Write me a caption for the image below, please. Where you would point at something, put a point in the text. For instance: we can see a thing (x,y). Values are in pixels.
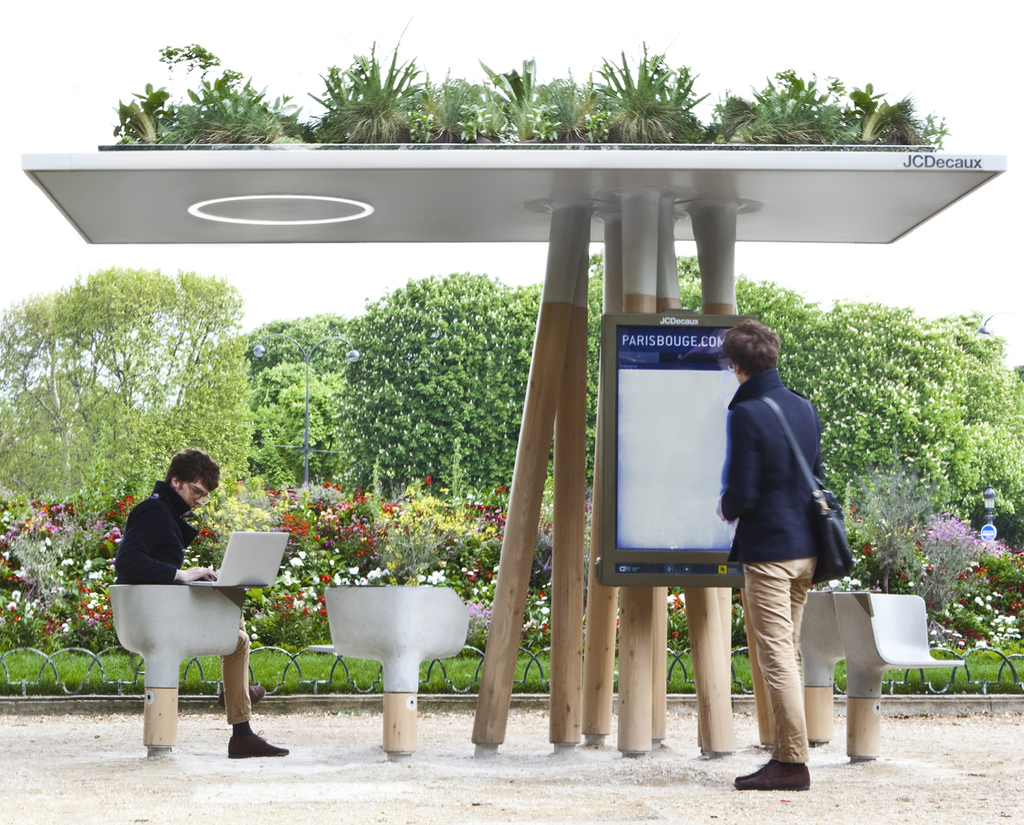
In this picture, we see a man (766,448) in the blue jacket (782,462) is standing. He is wearing a bag (797,458). In front of him, we see a white board (623,498). Behind that, we see the wooden sticks (577,275). We see the flower pots (884,143) are placed on the white plank (338,169). On the left side (212,464), we see a man (160,528) is sitting on the cement chair (164,595) and he is operating the laptop (244,537). In the background (977,482), we see the trees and plants (319,565). These plants (300,588) have flowers (288,596) and these flowers (274,608) are in white, red, yellow and pink color.
